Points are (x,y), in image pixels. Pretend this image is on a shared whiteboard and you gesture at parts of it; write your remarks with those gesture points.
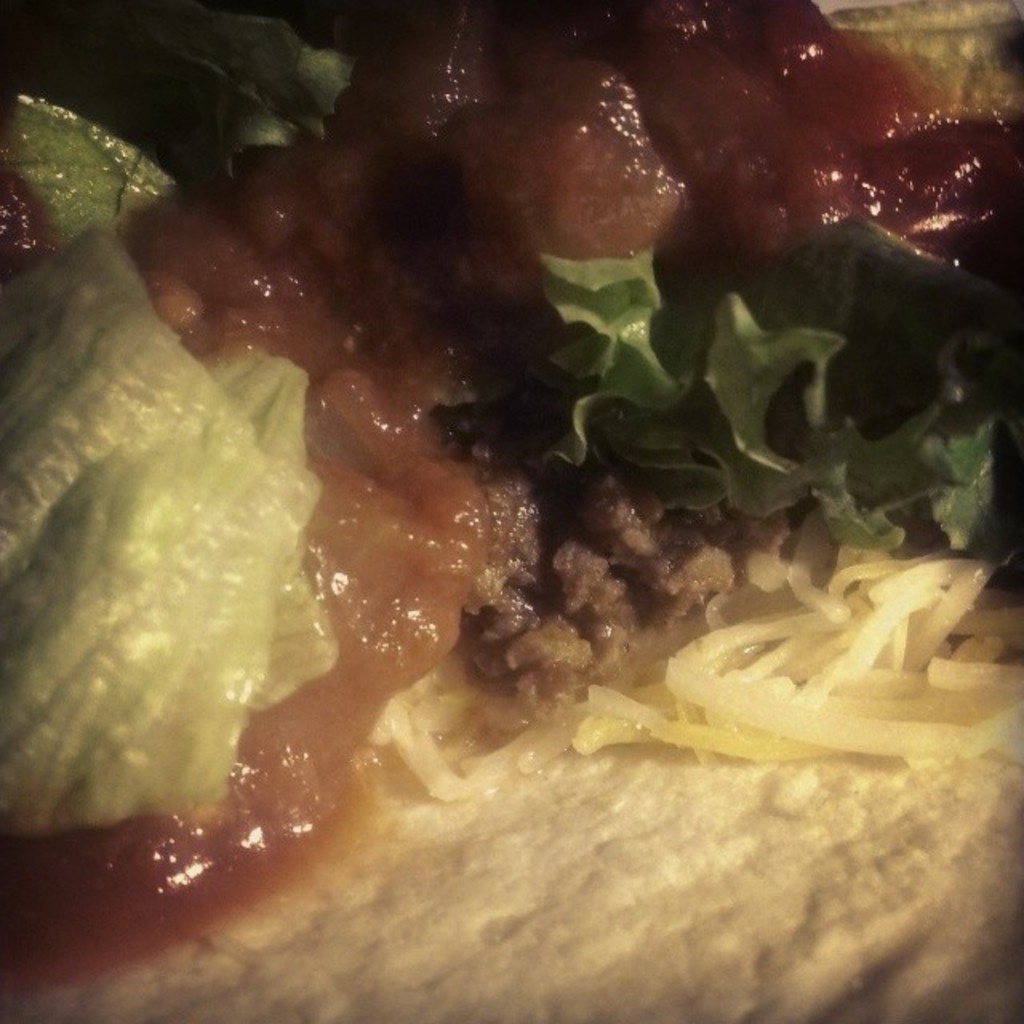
In this image we can see food (702,746).
